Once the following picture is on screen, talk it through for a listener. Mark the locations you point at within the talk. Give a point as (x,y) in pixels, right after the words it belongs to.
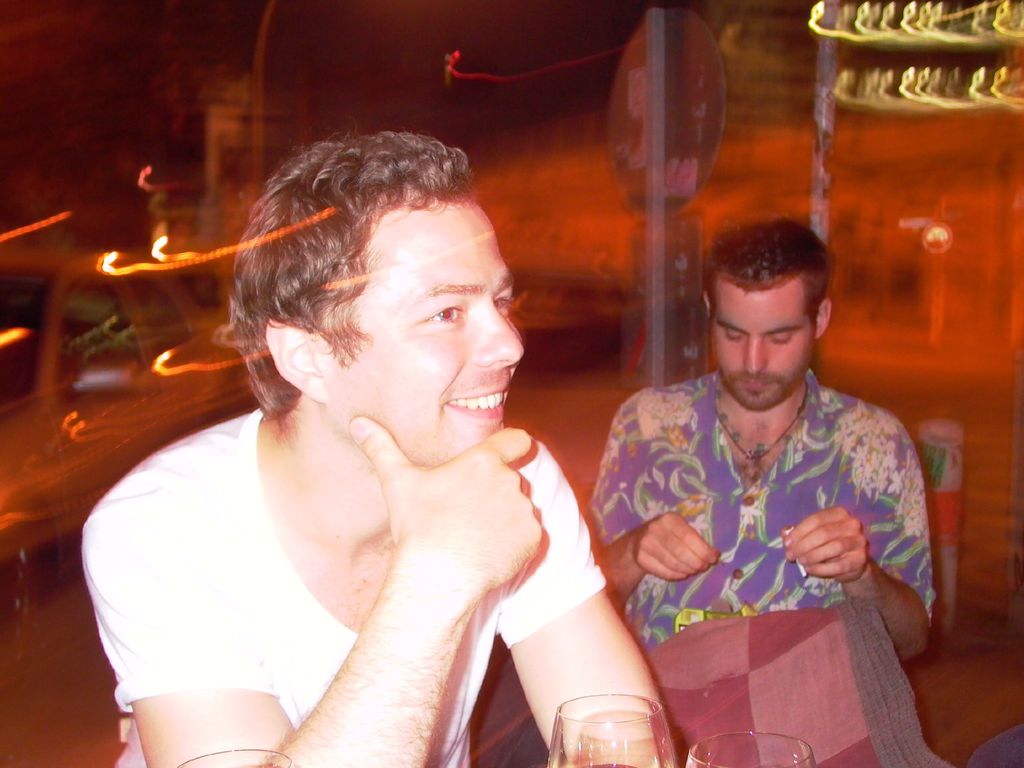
In this picture there is a boy (281,654) wearing a white color t-shirt (191,615) is smiling and looking to the right side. Behind there is a another boy (791,531) wearing blue color full shirt (786,560) and looking to the hands (832,557). Behind there is a blur background of the road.
